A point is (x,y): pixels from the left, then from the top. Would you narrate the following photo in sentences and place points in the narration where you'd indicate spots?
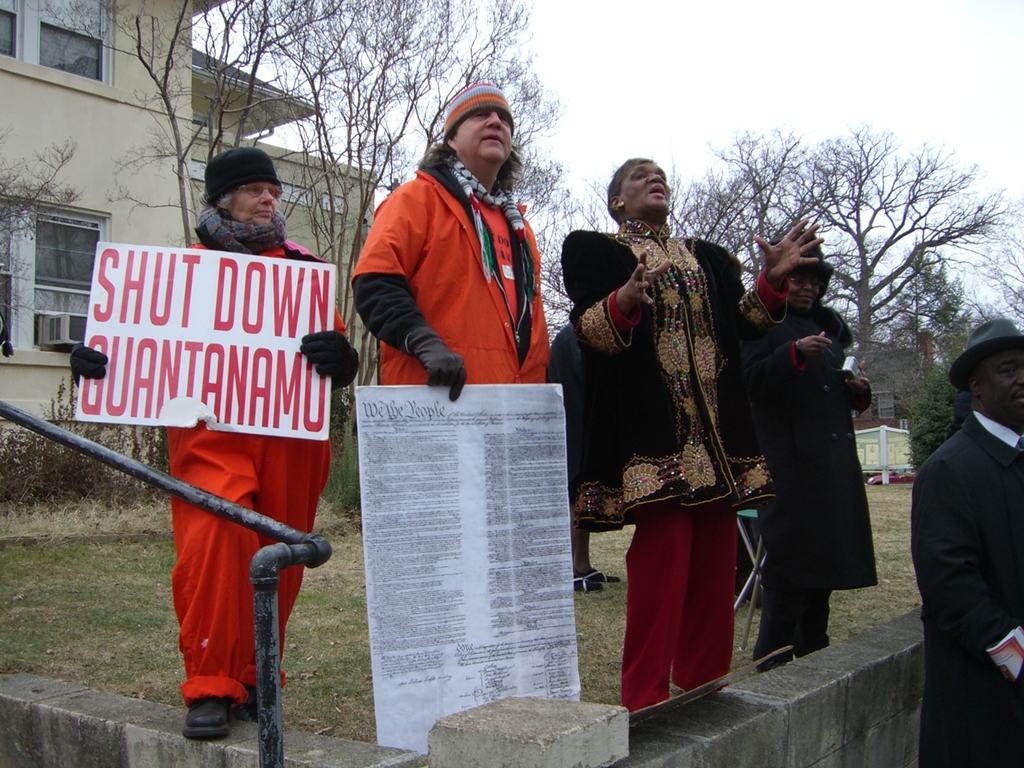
In the center of the image (432,277) we can see people (671,505) standing in which two of them are holding boards (423,488). On the left (115,456) there is a railing (291,531). In the background (133,24) there is a building (133,6), trees (841,312), car (903,478) and sky (708,131).
